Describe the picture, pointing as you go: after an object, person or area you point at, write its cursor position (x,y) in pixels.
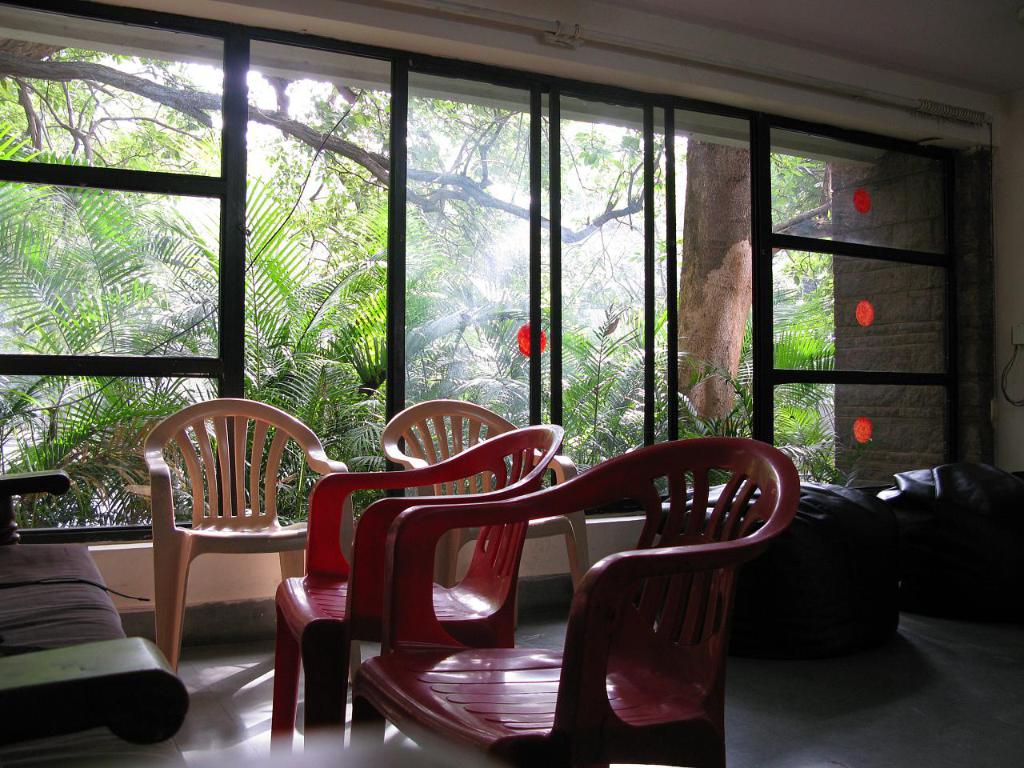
In this picture we can see the inside view of a building (188,603) with glass windows (38,387). Inside the building (263,588), there are chairs (314,690), a couch (45,620) and some objects (921,518). Behind the glass windows (615,293), there are trees (419,259).
